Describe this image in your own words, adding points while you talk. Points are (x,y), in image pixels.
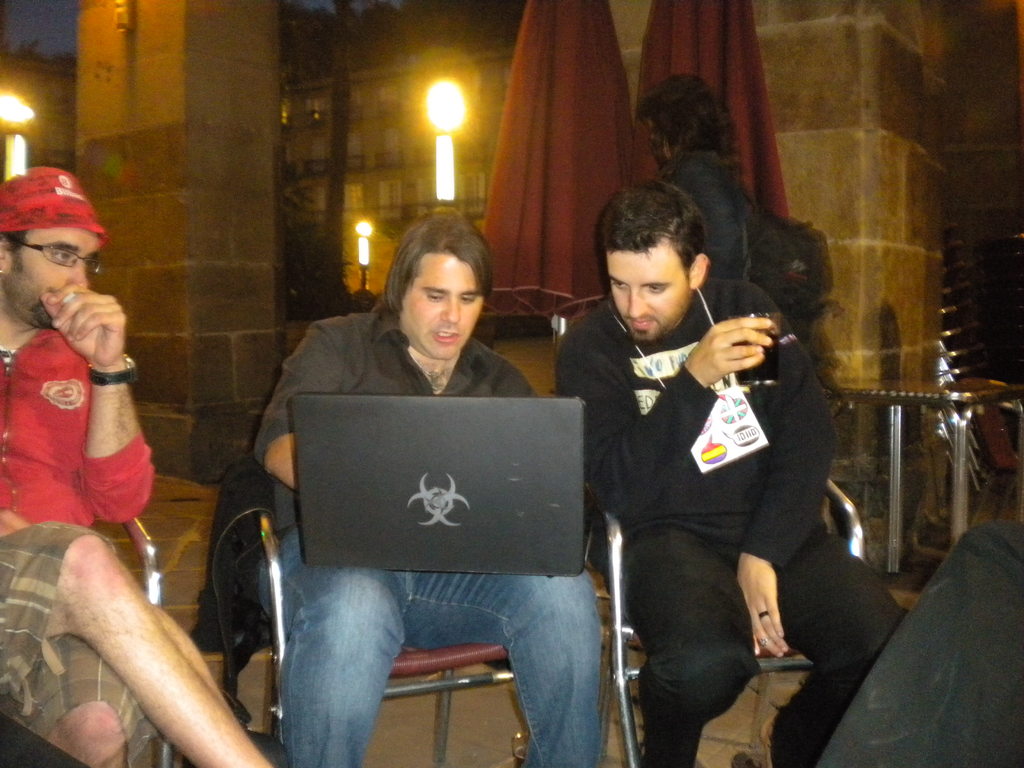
In this image there are three men (616,364) sitting on the chair (758,655), there is a laptop (449,480), there is a glass (766,351), there is a woman (707,166) standing, she is wearing a bag (756,249), there are two umbrellas (587,116) towards the top of the image (609,102), there is a table (935,395) towards the right of the image (947,434), there are objects (1003,443) towards the right of the image (954,363), there is a pillar (187,194) towards the left of the image (129,68), there is the wall (843,156), there are lights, there are buildings (386,166), there are trees (358,48) towards the top of the image (343,35), there is the sky (41,27) towards the top of the image (44,30).
